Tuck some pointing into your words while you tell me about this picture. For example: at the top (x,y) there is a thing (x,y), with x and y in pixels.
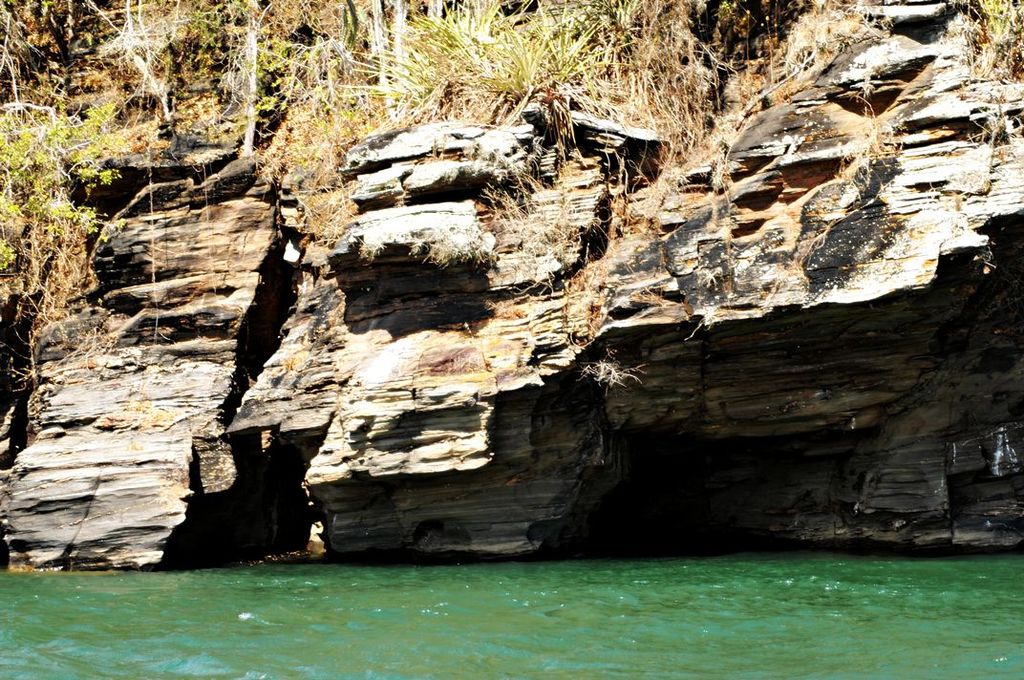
In this picture we can observe water (583,649). There are some plants (100,126). We can observe rocks (89,462) in this picture.
